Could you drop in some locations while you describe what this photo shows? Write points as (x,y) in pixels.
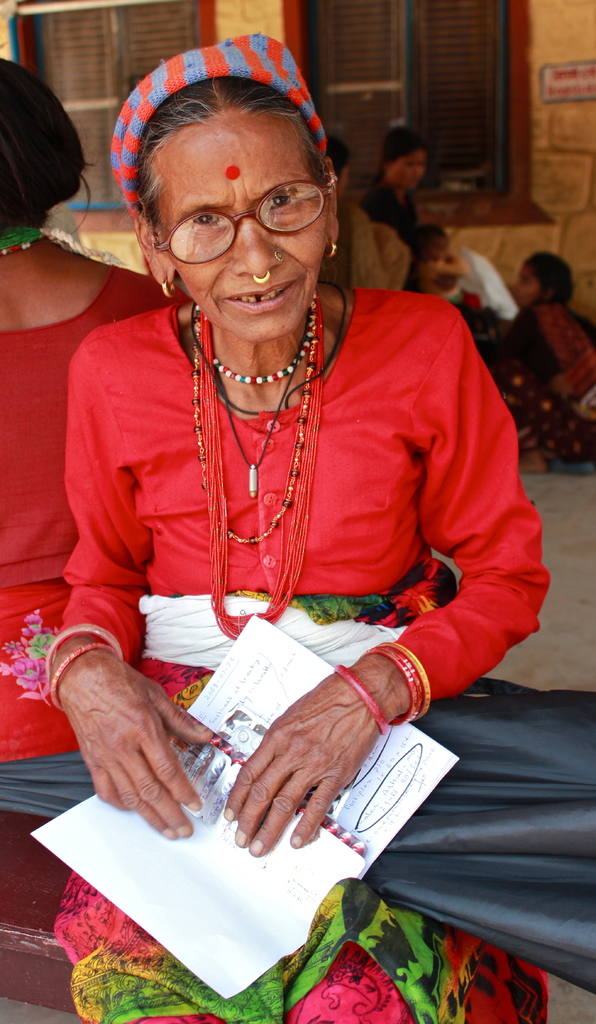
In this picture there is an old woman (394,531) who is holding a paper (202,829), behind her there is another woman (3,451) who is sitting on the bench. In the back (430,240) I can see some people (463,256) who are sitting near to the windows (349,59) and wall (456,235).
